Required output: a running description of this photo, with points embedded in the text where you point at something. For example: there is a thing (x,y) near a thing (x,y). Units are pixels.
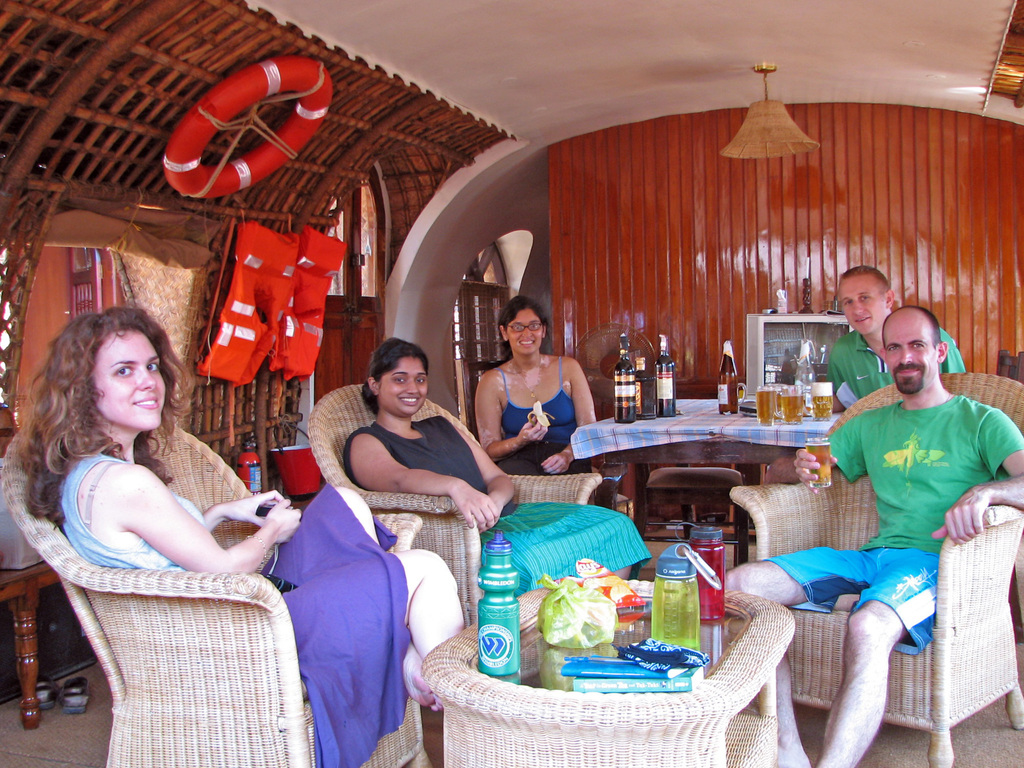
In this image there are a group of people (994,468) sitting on chairs (23,532), and at the bottom of the image (747,647) there is one table (760,631). On the table (767,613) there are some bottles (665,612) and some plastic covers (611,638), and in the background (709,408) there is another table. On the table (709,408) there are some bottles (643,376), glasses (792,394) and there is one television (796,330). On the television (807,327) there are some toys (784,294), and at the top (600,75) there is ceiling (752,100) and one light (741,137) and on the left side (245,83) there are jackets (303,319) and life ring (191,155) and some objects (27,612). And in the background (478,308) there is a window (478,320) and wooden wall (629,238), at the bottom of a left corner there are a pair of shoes (76,702).
